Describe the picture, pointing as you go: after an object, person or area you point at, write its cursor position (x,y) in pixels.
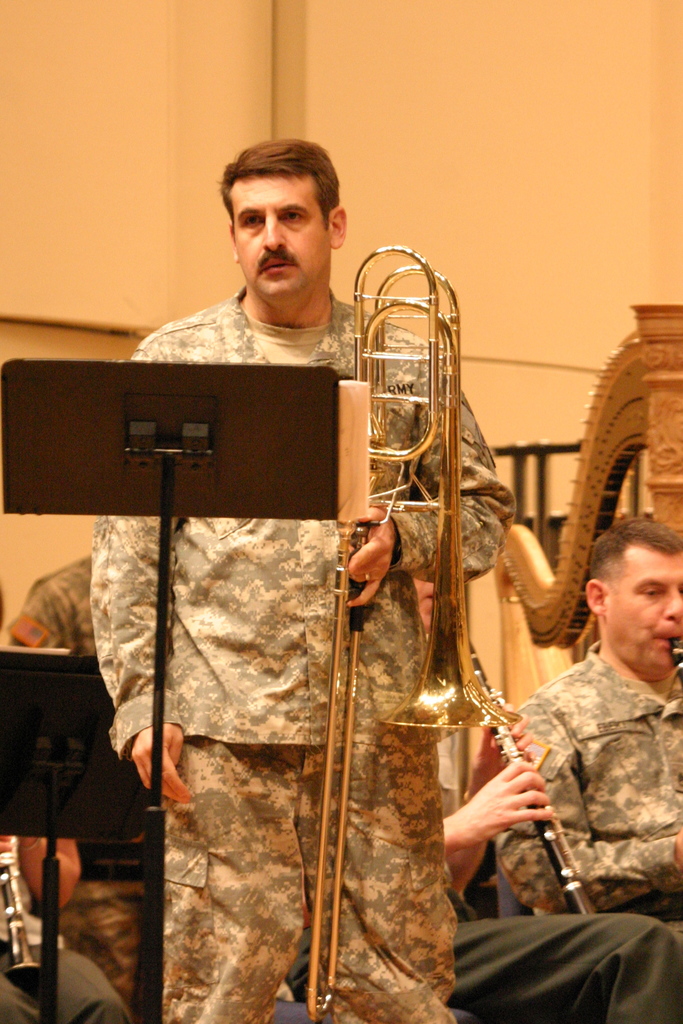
By seeing this image we can say a group of people (402,876) playing musical instruments (396,719). One person (244,608) is standing and holding a musical instrument (454,625) and another person (629,789) is playing the musical instrument (679,662). Here one musical note pad (252,467) is there.
